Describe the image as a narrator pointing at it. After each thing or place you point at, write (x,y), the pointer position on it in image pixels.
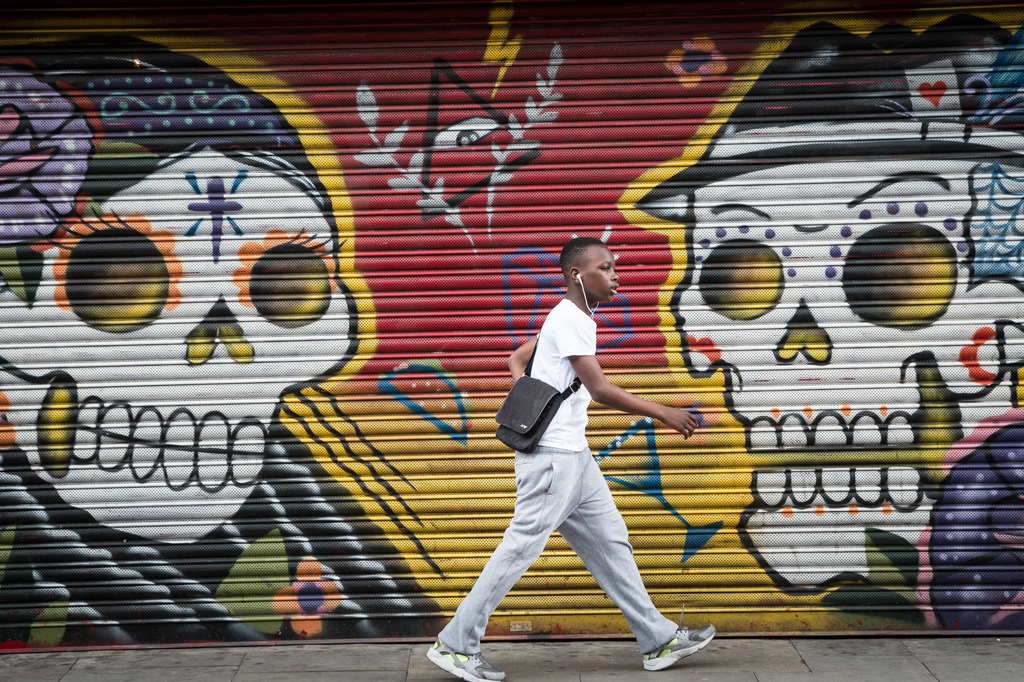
In this image we can see a person (579,416) wearing a bag (522,424) and walking. In the background (145,448) we can see a shutter (475,87) and there is a graffiti (732,459) on it.
